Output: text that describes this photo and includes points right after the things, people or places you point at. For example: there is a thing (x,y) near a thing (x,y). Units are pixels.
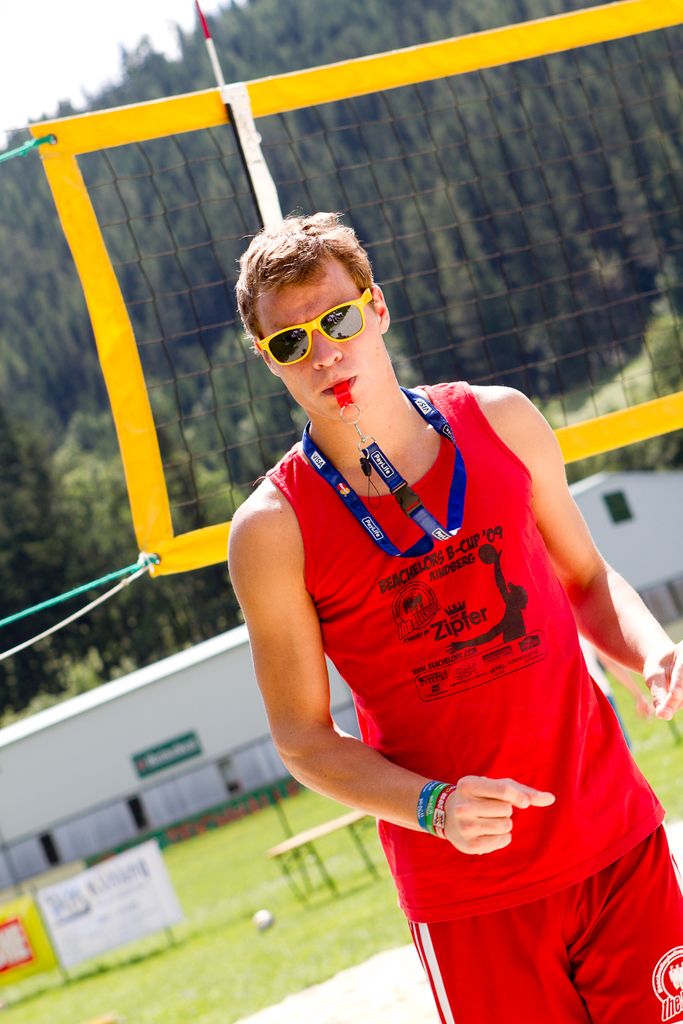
In this picture we can observe a person (415,505) wearing red color T shirt (481,745) and a blue color tag (421,527) in his neck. He is wearing yellow color framed spectacles (306,336). Behind him there is a net (220,195). In the background (61,354) there are trees (82,527). We can observe some grass (206,972) on the ground (173,931).
